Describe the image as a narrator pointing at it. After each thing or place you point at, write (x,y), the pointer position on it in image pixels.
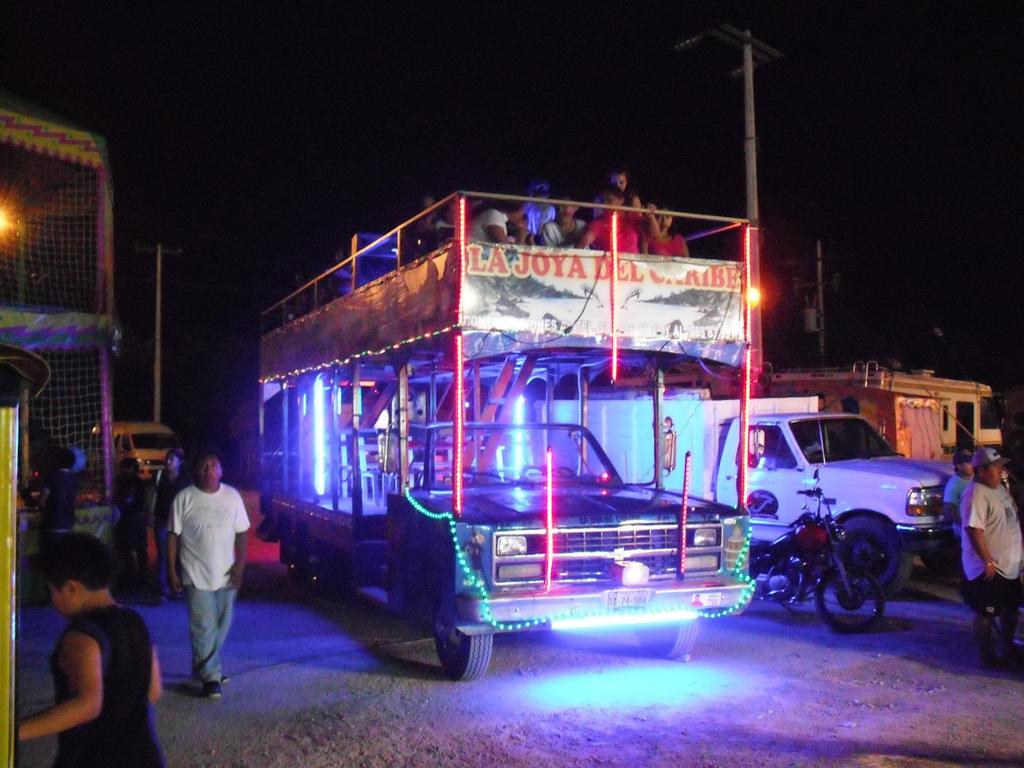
In this picture we can see vehicles (920,520) on the road (342,723), lights (749,239), poles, net (69,249) and some people (1001,537) and in the background (259,480) it is dark.
